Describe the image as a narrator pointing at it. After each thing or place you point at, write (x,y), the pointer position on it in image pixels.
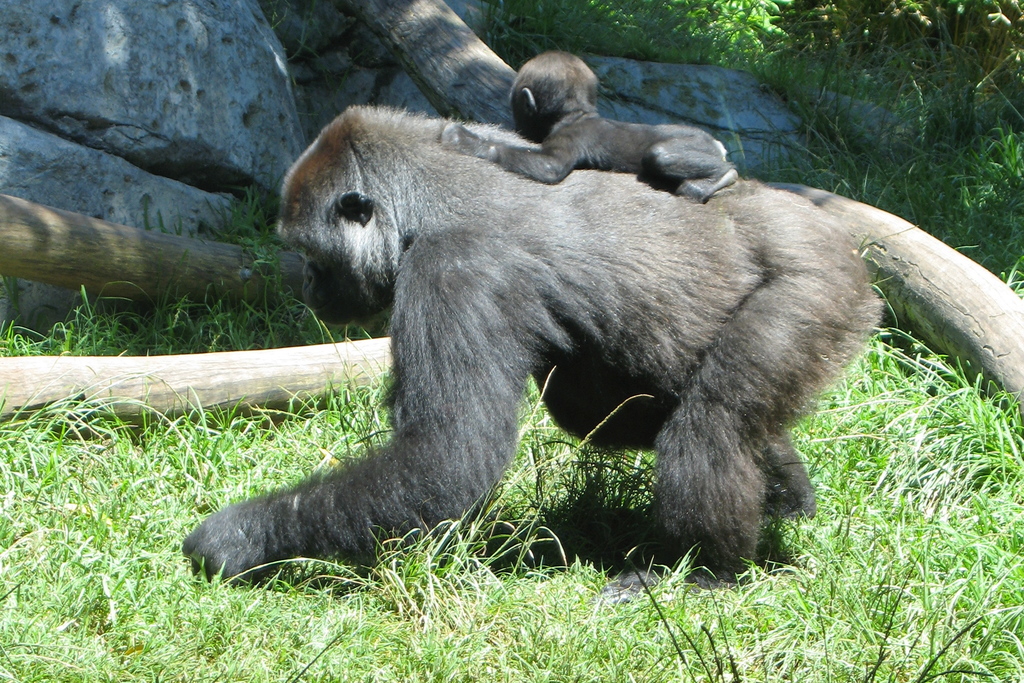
These are monkeys (573,208) and grass (957,97), these are rocks (277,184).
